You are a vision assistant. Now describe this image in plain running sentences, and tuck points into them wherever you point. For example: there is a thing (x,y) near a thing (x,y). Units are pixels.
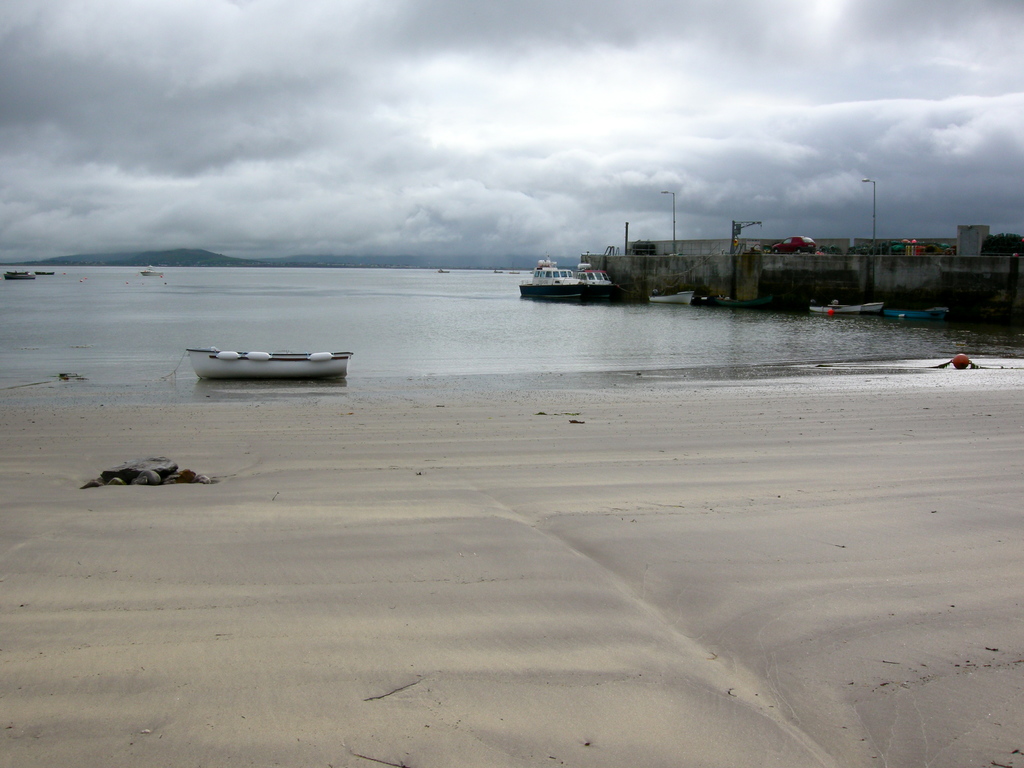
In this image we can see a few boats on the water (437,293), there are some trees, poles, lights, stones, vehicle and some other objects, also we can see the wall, in the background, we can see the sky (962,78) with clouds (898,130).
